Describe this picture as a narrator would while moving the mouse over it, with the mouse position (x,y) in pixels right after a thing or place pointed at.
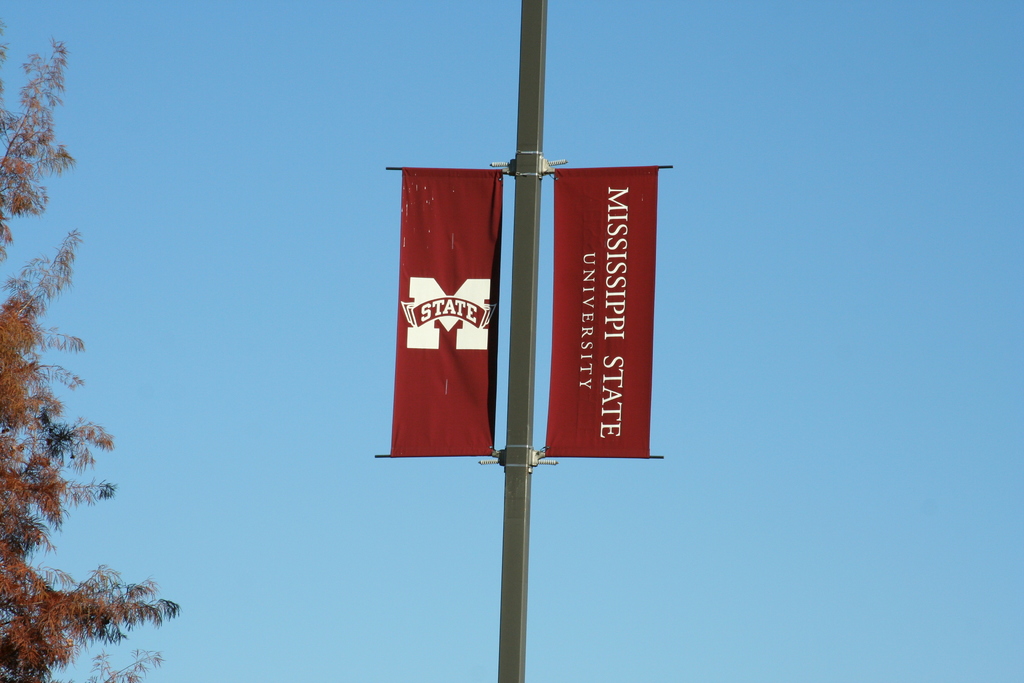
In this image there is a pole (525,208), there are boards (568,260), there is text (477,341) on the boards (569,219), there is a tree (17,513) towards the left of the image (39,404), at the background of the image (174,450) there is the sky (345,643), the background of the image (660,83) is blue in color.
